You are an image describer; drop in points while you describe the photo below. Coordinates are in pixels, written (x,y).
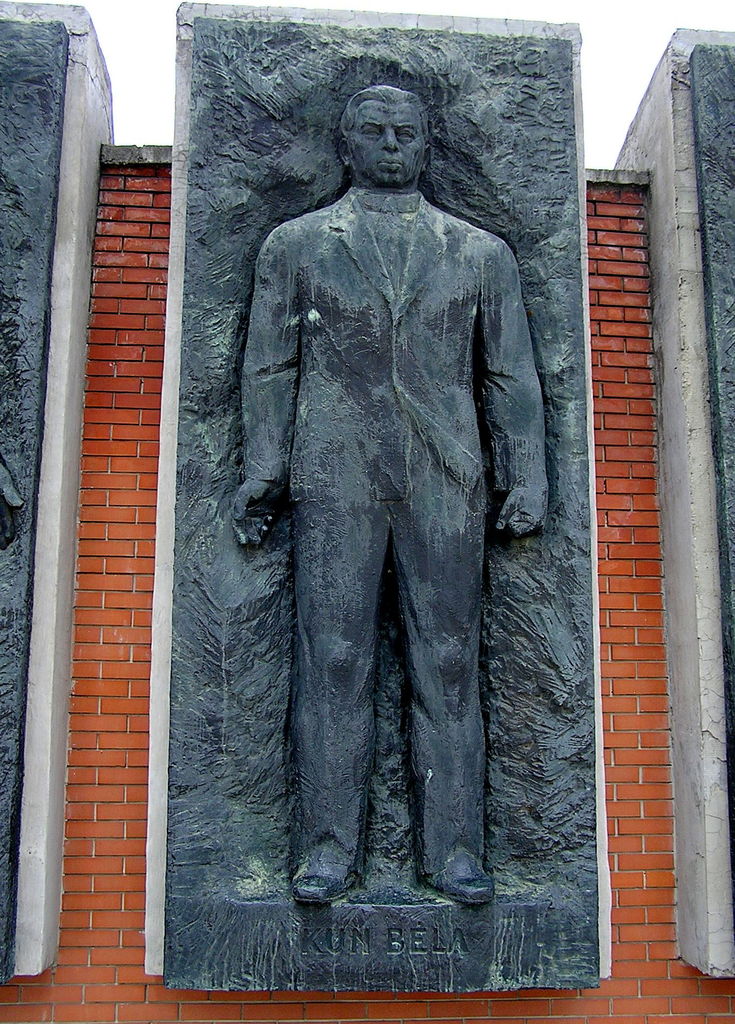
In this image we can see there is a person sculpture (313,398) on the wall (120,518).
